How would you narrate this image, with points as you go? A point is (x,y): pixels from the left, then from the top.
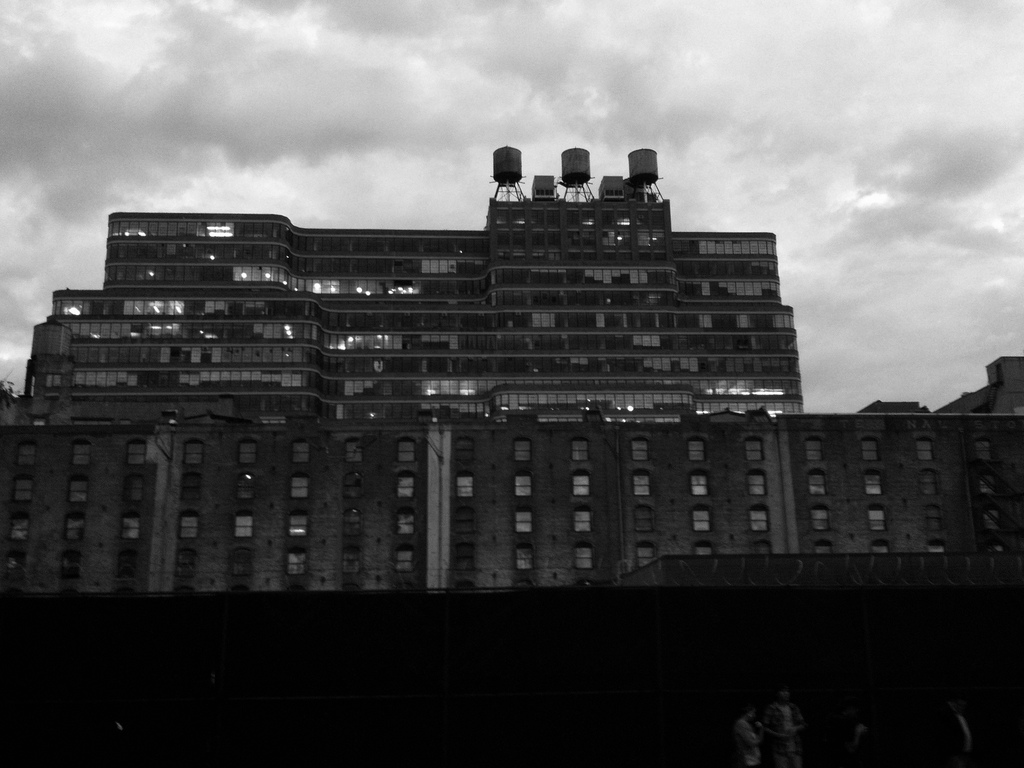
This image is taken outdoors. This image is a black and white image. At the top of the image (80,122) there is the sky (840,127) with clouds (878,156). In the middle of the image (579,458) there is a building (495,390).
